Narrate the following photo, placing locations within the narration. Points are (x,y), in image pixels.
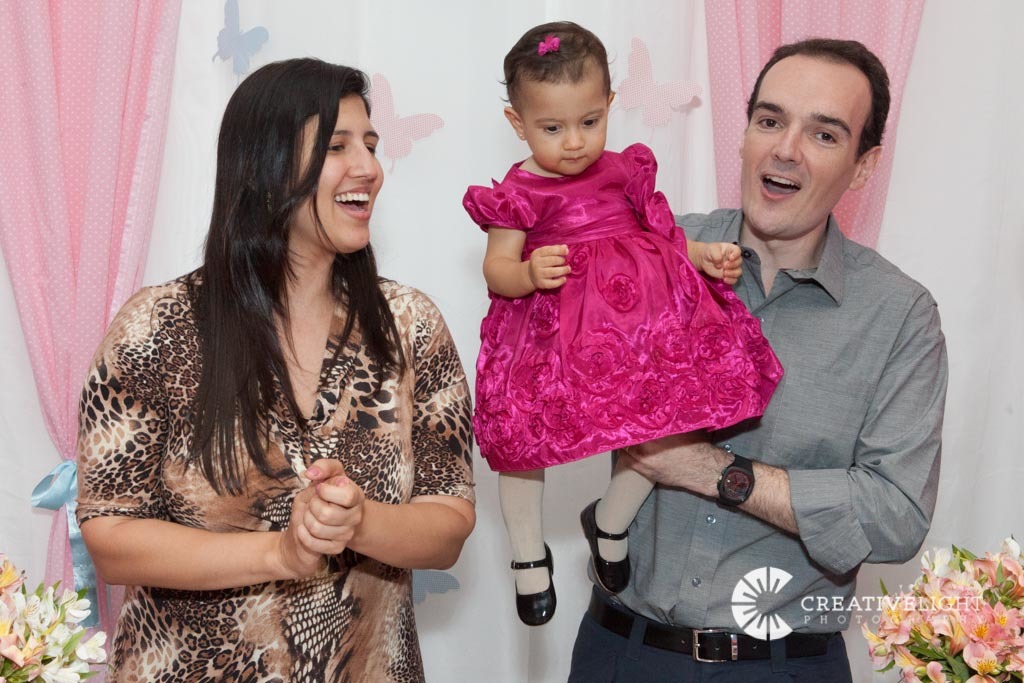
In this image we can see two people (301,405) standing, one woman (353,431), one person (791,382) holding a baby (567,229) with pink gown (628,302), two flower pots (901,627) with different flowers (61,626), two pink curtains (745,52) and one white curtain (435,76) with butterflies (433,592).
